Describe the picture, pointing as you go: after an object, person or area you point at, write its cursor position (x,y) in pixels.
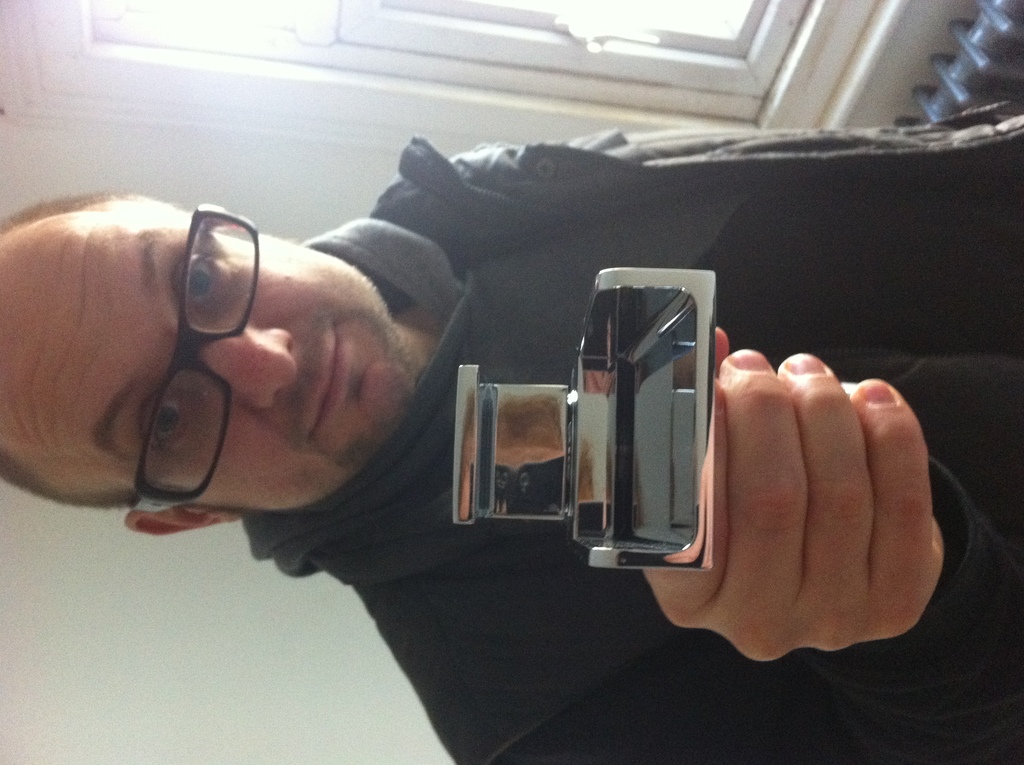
In this image I can see the person (229,491) and the person (229,491) is holding some object (681,565). Background (617,52) I can see the window (567,50) and the wall (249,672) is in white color.
